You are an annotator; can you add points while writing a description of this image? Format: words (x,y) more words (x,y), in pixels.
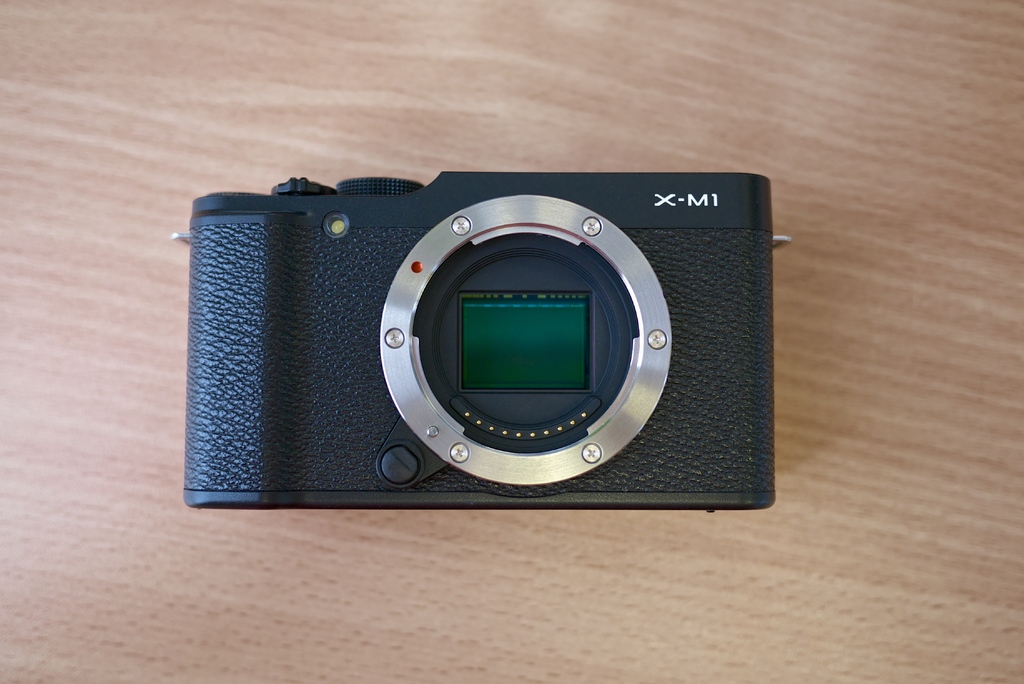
In this picture, we see the camera (413,347) is placed on the wooden table (588,536). This camera (411,299) is in black color.
